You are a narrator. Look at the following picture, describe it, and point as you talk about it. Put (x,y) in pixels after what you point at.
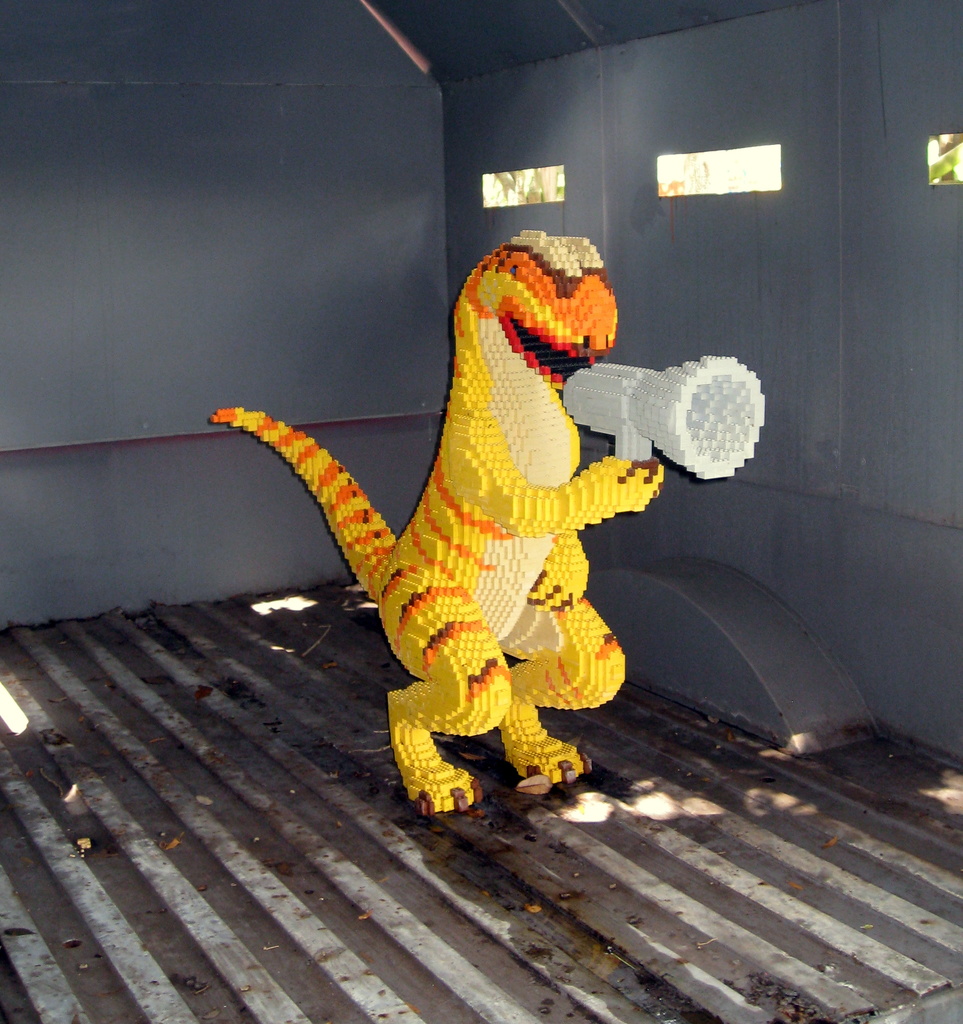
In this picture we can see an inside view of a room (113,411), we can see an animated dragon (506,545) in the middle (523,566).
